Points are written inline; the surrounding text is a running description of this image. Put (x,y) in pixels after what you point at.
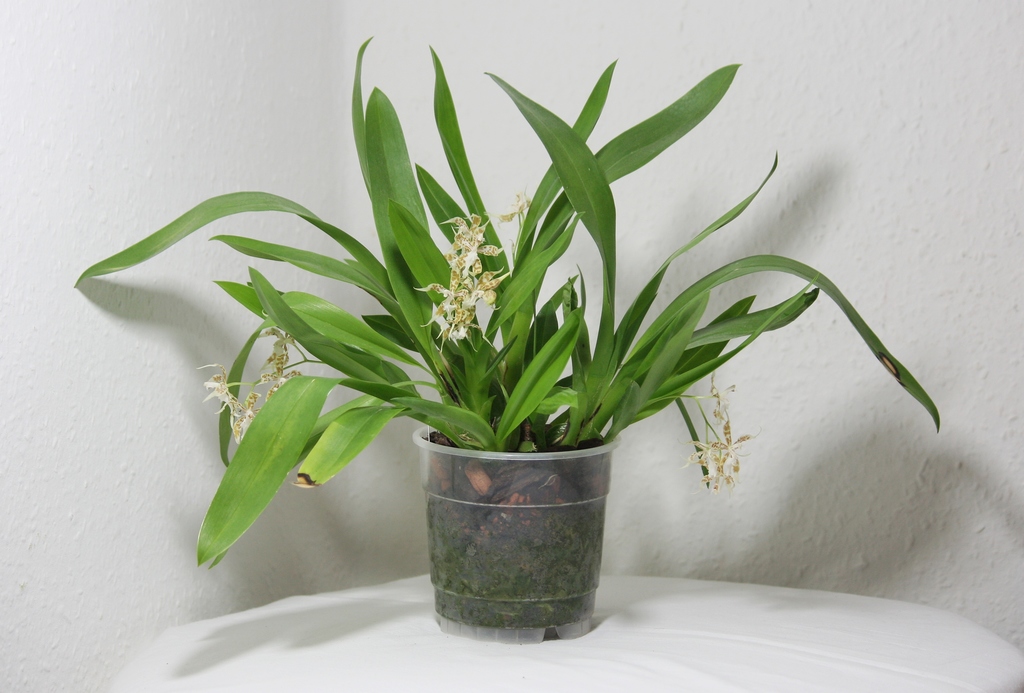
In this image we can see a flower pot (511,544) on the white table (434,638). In the background (224,77) we can see the wall (825,164).
